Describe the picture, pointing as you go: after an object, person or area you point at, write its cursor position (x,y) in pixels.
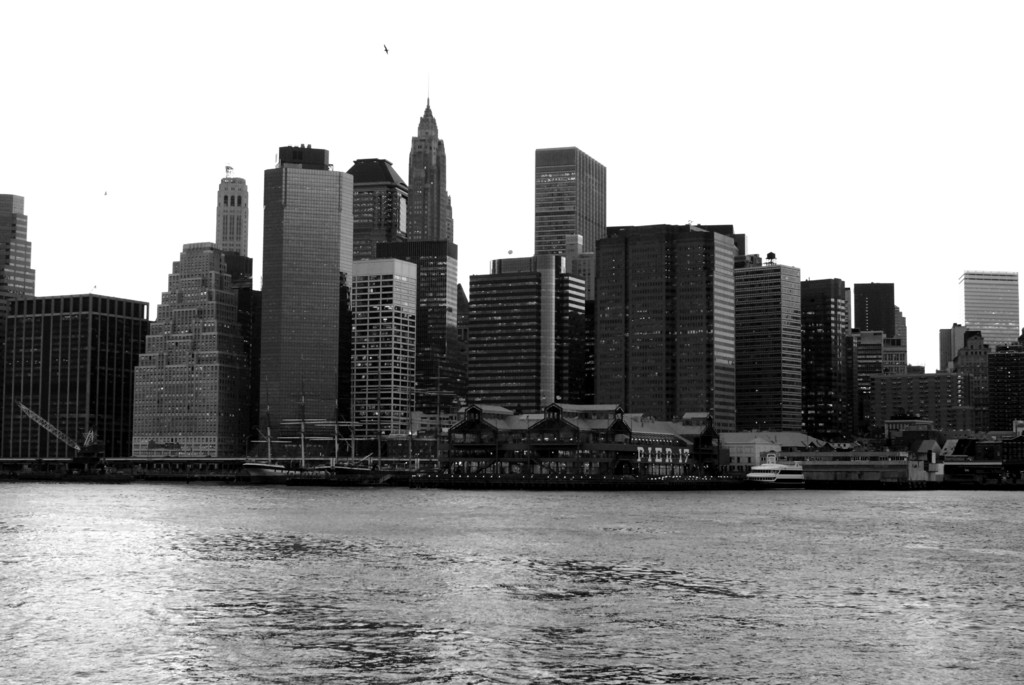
In this image, in the middle (567,371) there are buildings (490,319), birds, lights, water (607,525), waves (525,556), sky (309,124).
